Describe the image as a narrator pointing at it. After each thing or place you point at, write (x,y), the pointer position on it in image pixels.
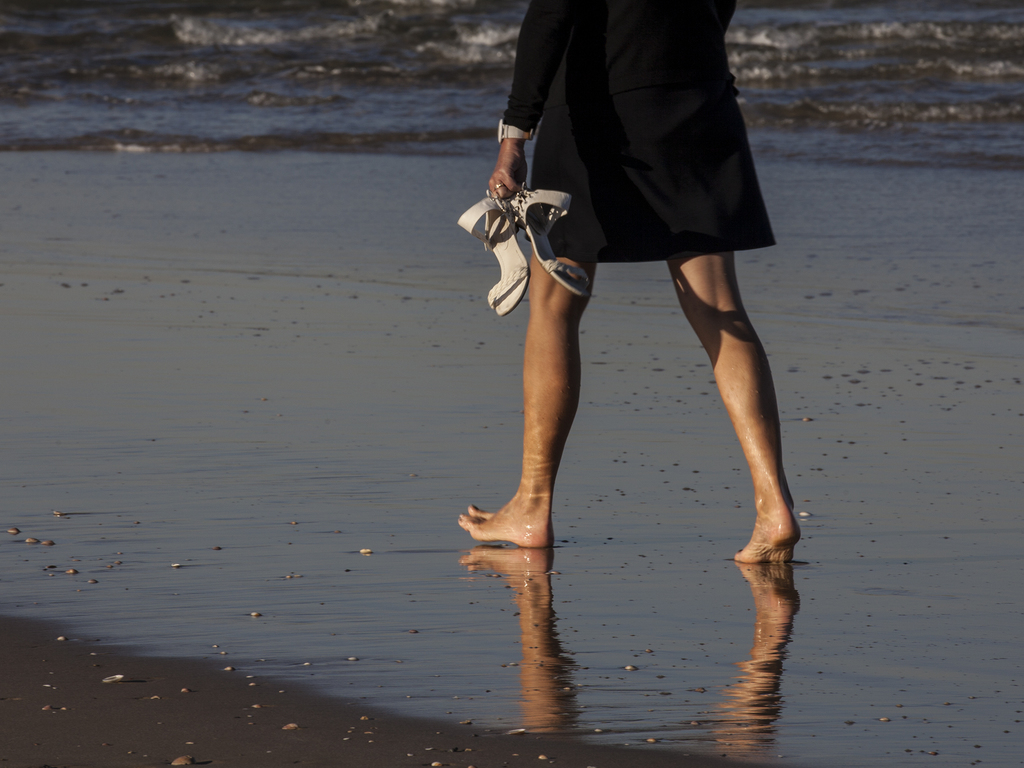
In this picture, there is a woman (727,101) walking on the shore (270,289). She is holding heels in her hands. At the top (343,60), there is an ocean (346,75). At the bottom (306,673), there is sand (597,633).
